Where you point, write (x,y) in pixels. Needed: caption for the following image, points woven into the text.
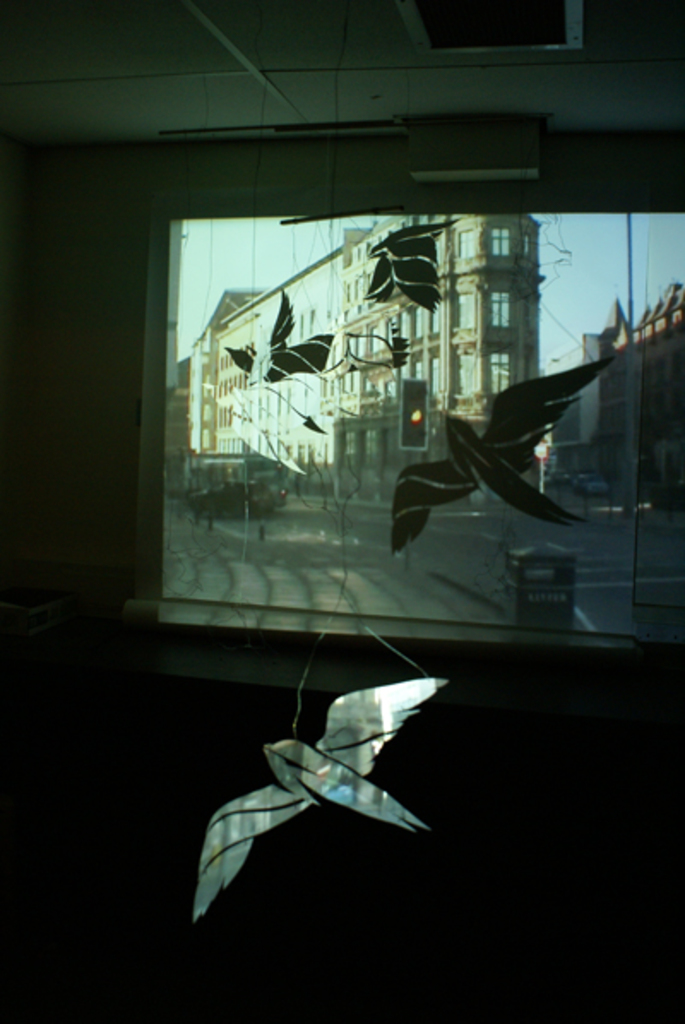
In this image there is a projector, projecting on board (196,232), on the board (194,222) there are birds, building (288,342), at the top (271,21) there is a ceiling (204,85).
